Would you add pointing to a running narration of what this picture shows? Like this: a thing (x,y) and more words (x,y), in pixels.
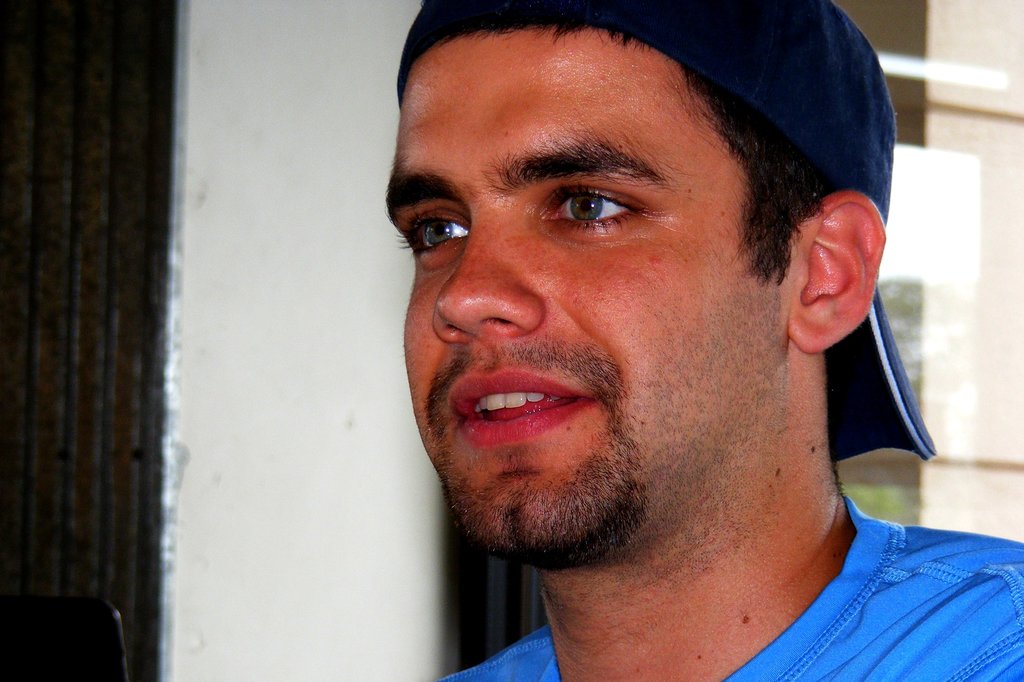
In this image there is a person (826,378) wearing blue T-shirt (888,615) and cap (776,38). Behind him there is a wall (419,461). Left bottom there is a chair (85,617).
